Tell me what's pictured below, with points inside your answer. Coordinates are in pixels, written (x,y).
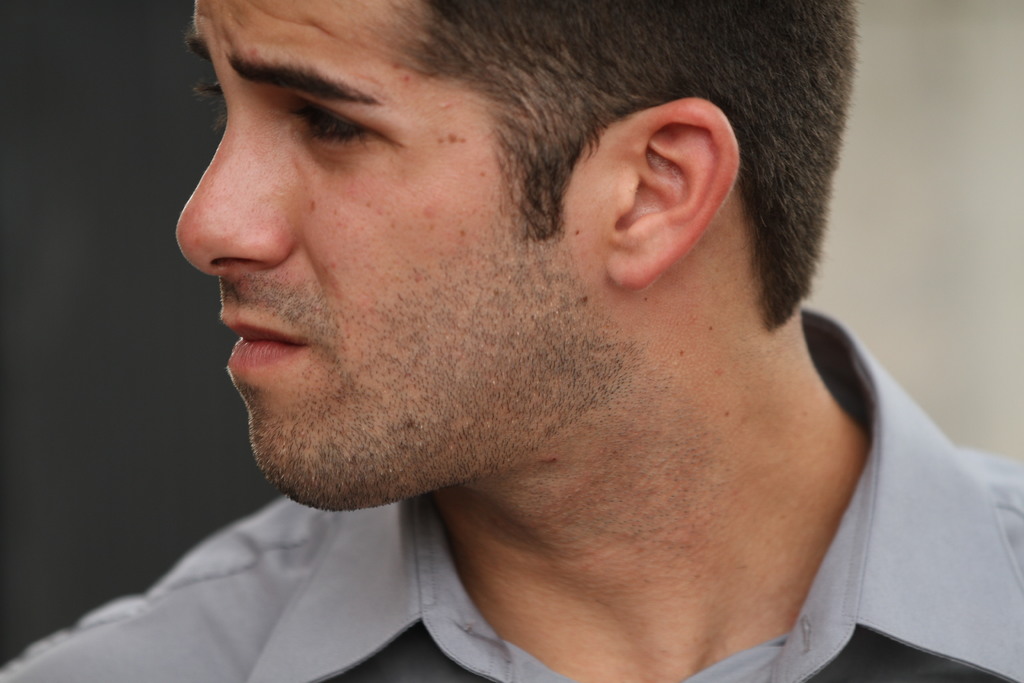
In this picture we can observe a person (350,436) wearing grey color shirt (860,601) looking on the left side (335,229). The background (110,414) is blurred.
